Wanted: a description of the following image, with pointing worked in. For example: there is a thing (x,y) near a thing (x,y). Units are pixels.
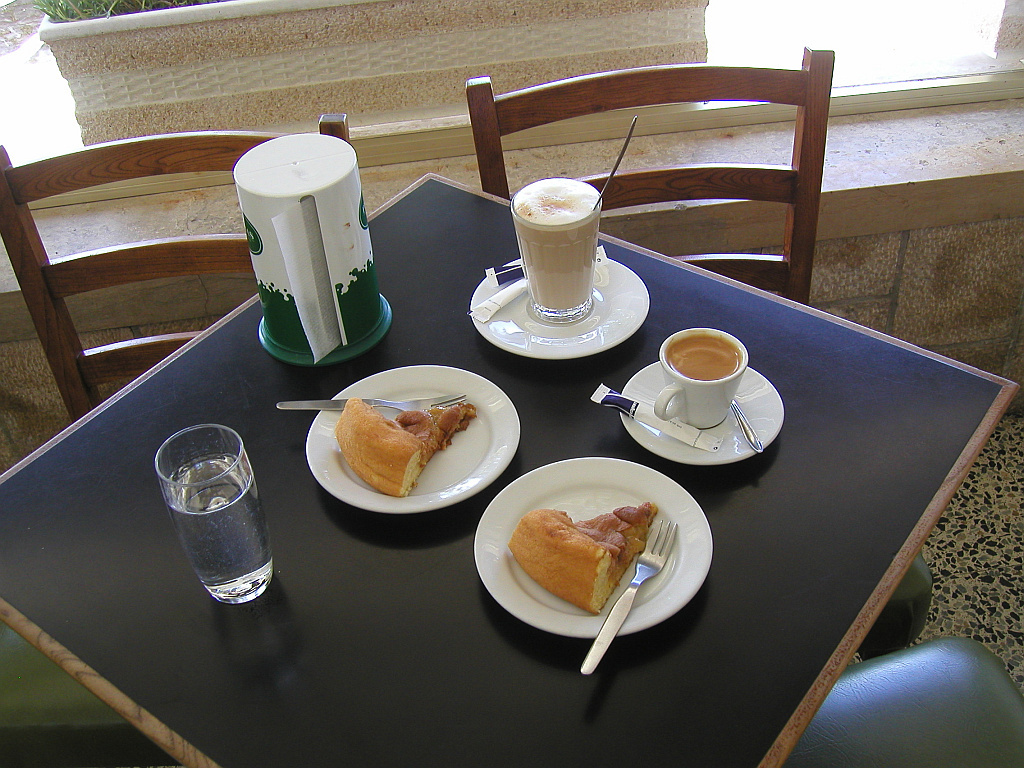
In this image there is a table (722,470), two chairs (490,152). In the background (926,216) there is a wall (962,183). On the table (484,492) there are two plates (464,486) and a food (546,544) with a fork (651,562), jar (314,247), glass (589,296), saucer (603,328). cup (701,400) and a water glass (214,523) on it
